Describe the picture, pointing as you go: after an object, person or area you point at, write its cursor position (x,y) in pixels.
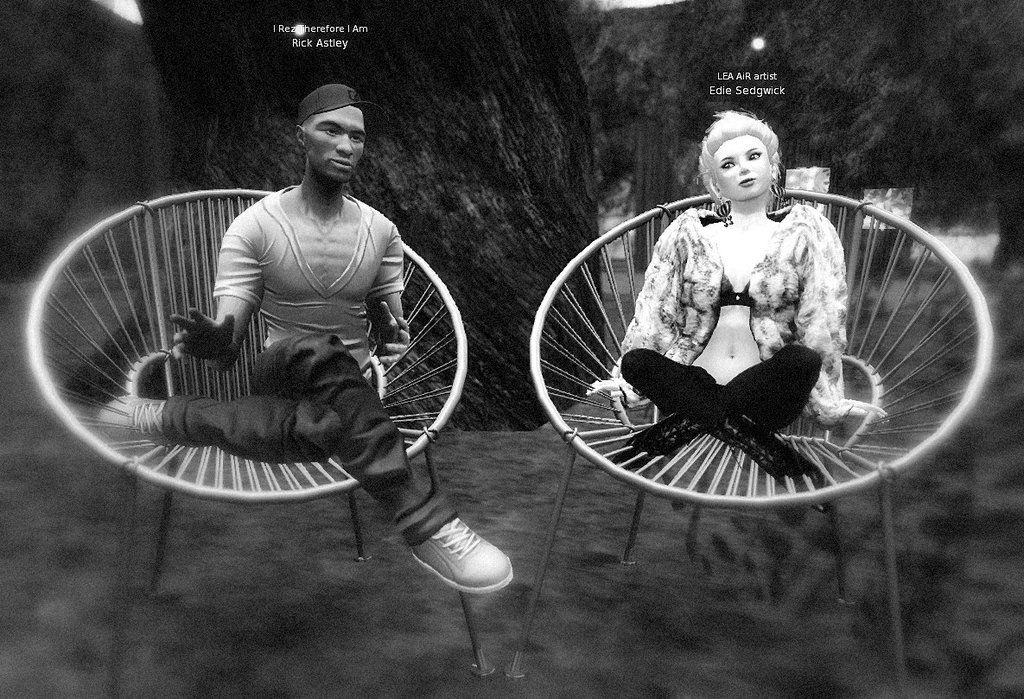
In this image there are two avatars (193,354) sitting on chairs (615,419). In the background (577,56) there are trees (374,137). In the left (328,297) the avatar (324,328) is of a man (329,159) wearing cap (339,95). In the right (708,319) the avatar (694,283) is of a woman (688,331) wearing jacket (679,322).
